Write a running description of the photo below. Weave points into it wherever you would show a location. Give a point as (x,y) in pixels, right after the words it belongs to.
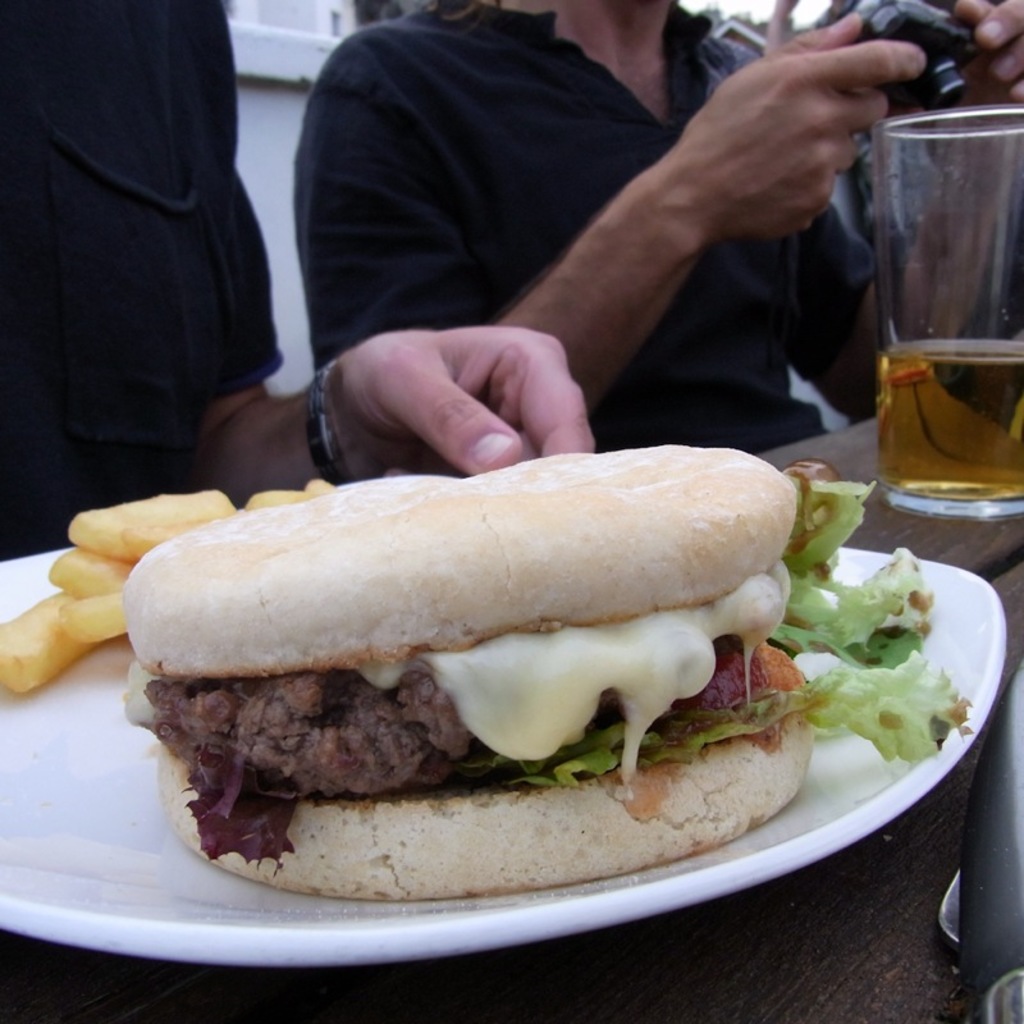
On the table (277,1009) we can see glass (999,490), plate (15,580) burger (786,655) and potato chips (57,641), beside the table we can see two persons (527,327) who are wearing black dress (341,319). On the top right corner (925,63) we can see camera (911,31). Here it's a sky (720,0).
